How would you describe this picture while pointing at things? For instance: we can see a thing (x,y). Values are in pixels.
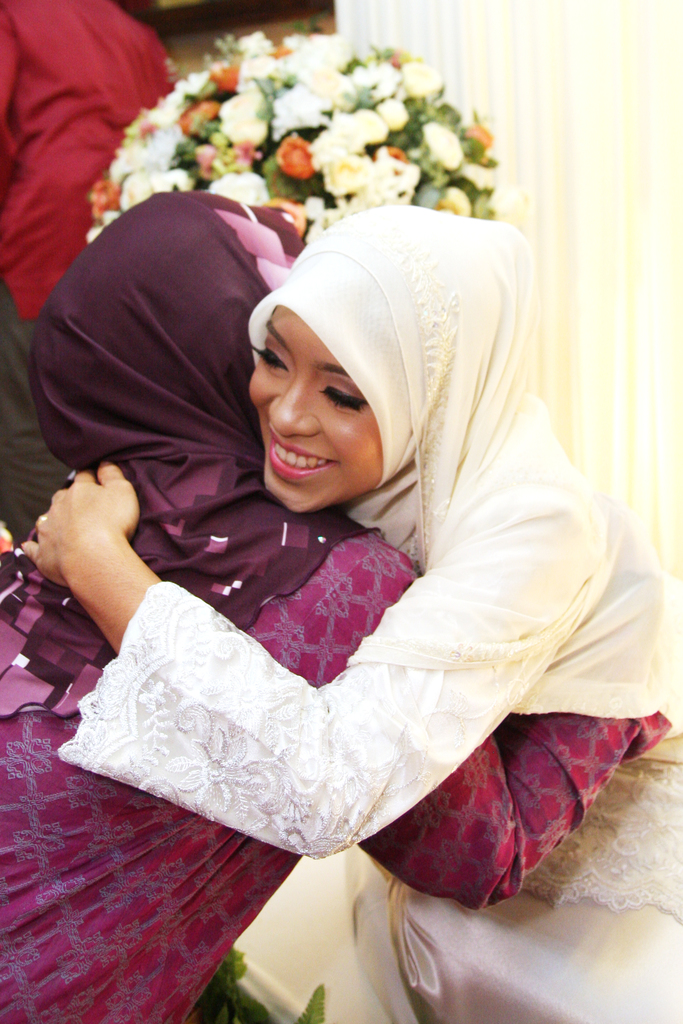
In this picture I can observe two women (287,547). One of them is wearing pink color dress (42,941) and other is wearing white color dress (439,751). Behind them there is a bouquet (308,155). On the right side (554,104) I can observe white color curtain (554,134). One of the woman (335,429) is smiling.
